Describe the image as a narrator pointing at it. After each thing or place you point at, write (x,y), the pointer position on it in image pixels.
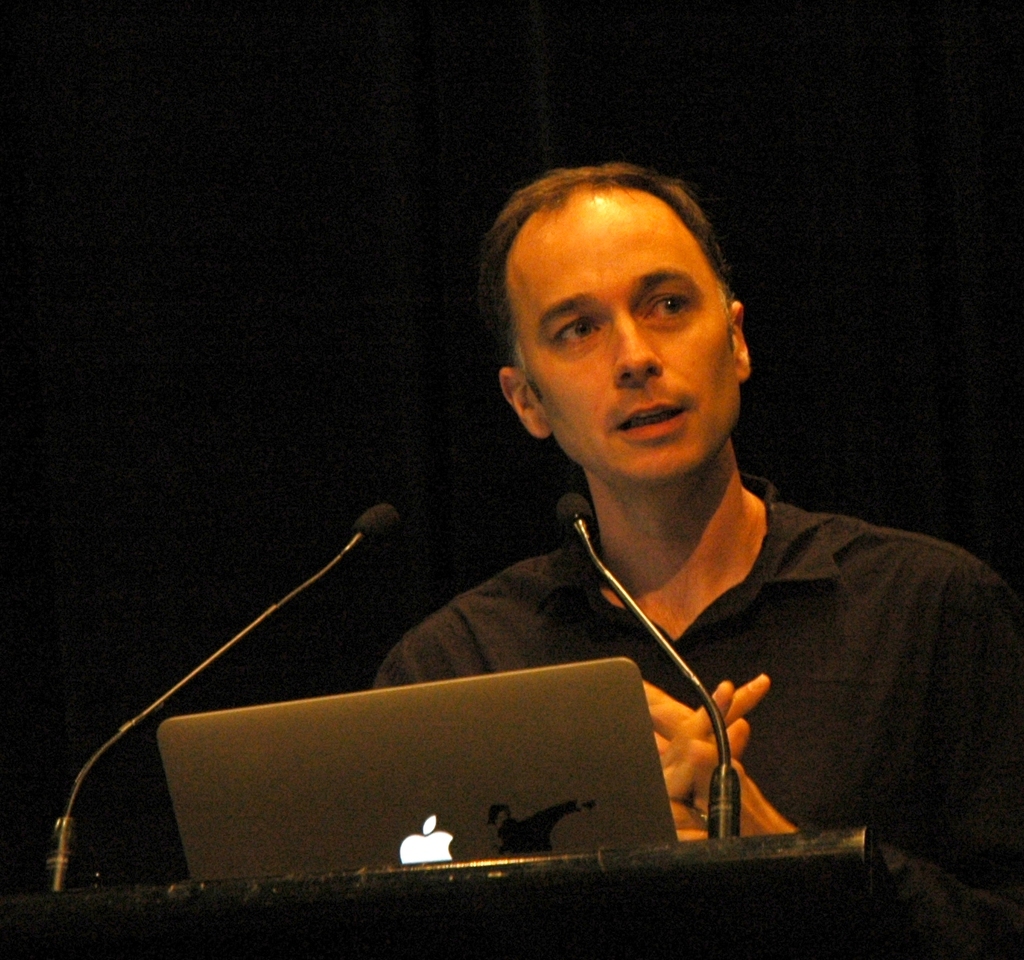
In this image we can see a man (645,479) is standing, he is wearing the black color shirt (458,635), here is the podium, here is the microphone (257,618), here is the laptop (534,683), at background (270,295) here it is black.
